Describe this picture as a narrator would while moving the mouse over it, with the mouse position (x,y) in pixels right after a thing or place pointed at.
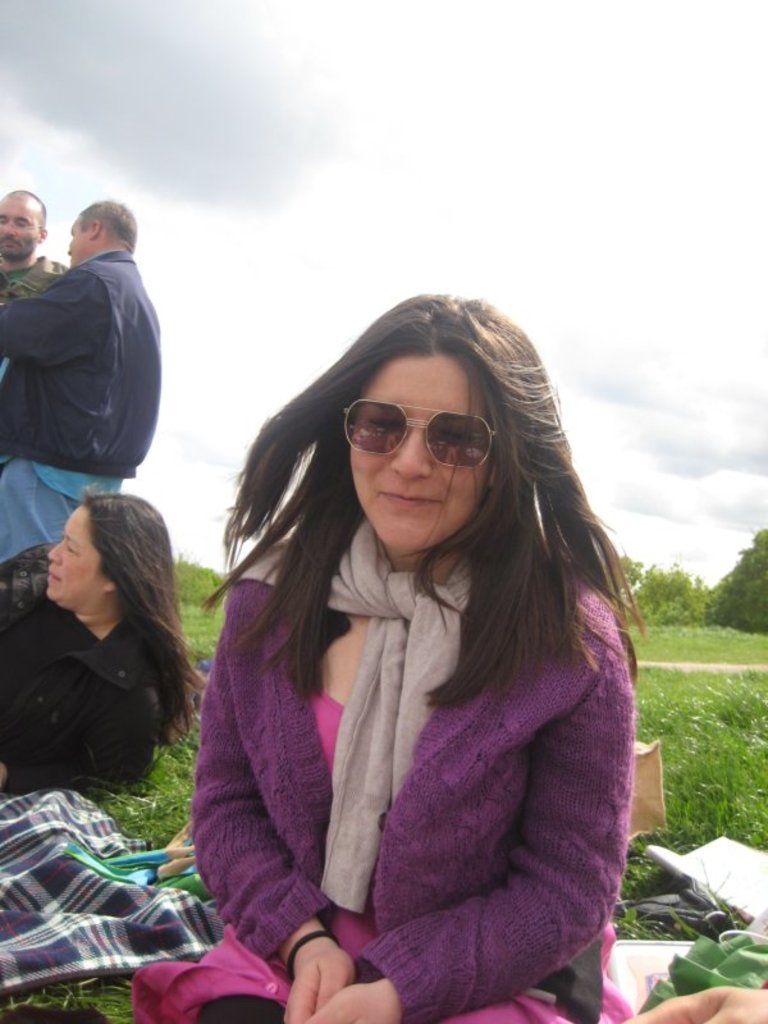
In this image I can see an open grass ground (718,632) and on it I can see two women (246,571) and two men (44,469). I can see all of them are wearing jackets (220,783). I can also see few clothes (63,909) and few other things (759,932) on the ground (717,762). In the front of the image (282,626) I can see one woman (368,450) is wearing a brown shades (368,402). In the background (670,607) I can see number of trees (708,598), clouds (497,122) and the sky (278,282).
